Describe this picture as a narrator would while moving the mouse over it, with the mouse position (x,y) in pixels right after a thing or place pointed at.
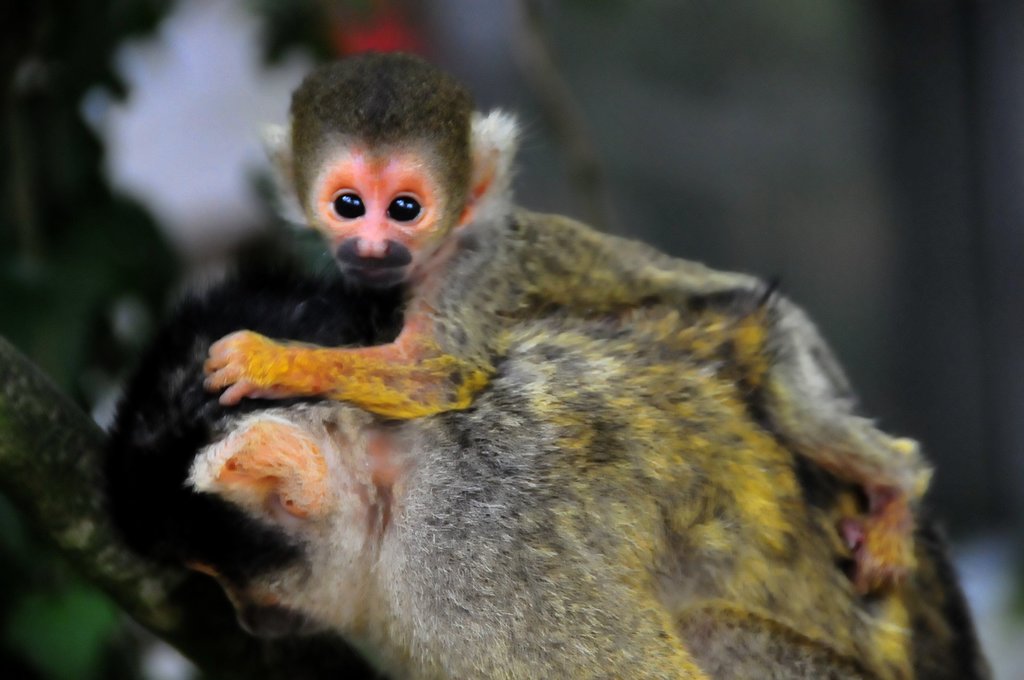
In this image I can see two animals (527,350) and they are in gray, white and yellow color and I can see the blurred background (582,14).
